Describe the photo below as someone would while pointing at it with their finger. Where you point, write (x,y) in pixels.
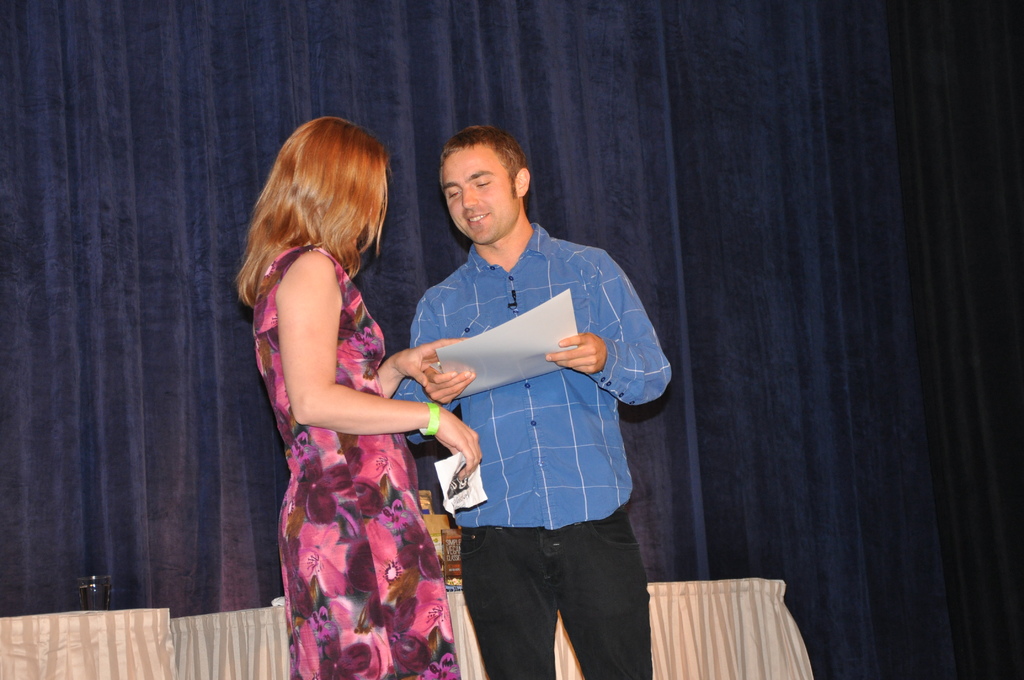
In this picture, we see the woman (352,318) in pink dress (346,486) and the man (513,428) in blue shirt (487,297) are standing. The man (505,399) is holding a paper (512,346) in his hand (447,380) and he is smiling. We even see the woman (363,483) is holding a paper (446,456) in her hand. Behind them, we see the tables (221,626) which are covered with white color sheets (212,642). We see a glass (94,595) is placed on the table (144,611). In the background (720,340), we see a sheet (974,361) and a curtain (762,222) in blue color.
